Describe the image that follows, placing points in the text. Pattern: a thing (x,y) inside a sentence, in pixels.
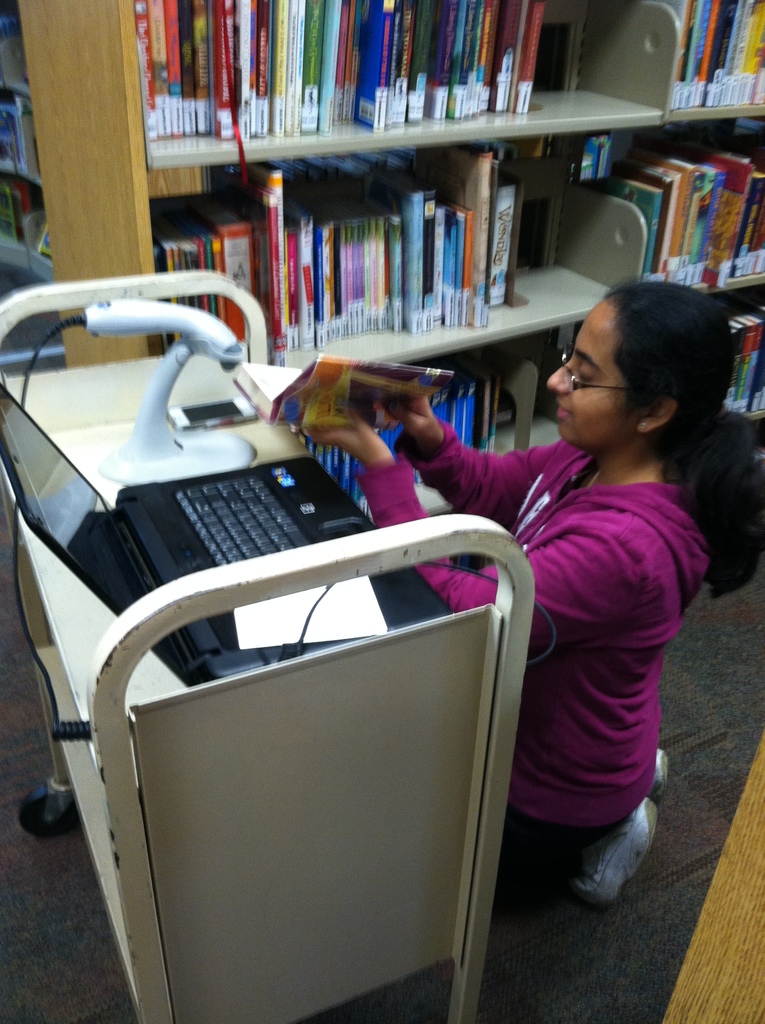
In this image we can see a laptop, an electronic device (168,450) and mobile (217,415) on a cart wheel (61,605) and a woman (587,724) is holding a book (326,423) in her hands (326,436). In the background (218,302) we can see books (279,245) on the racks (96,263).
